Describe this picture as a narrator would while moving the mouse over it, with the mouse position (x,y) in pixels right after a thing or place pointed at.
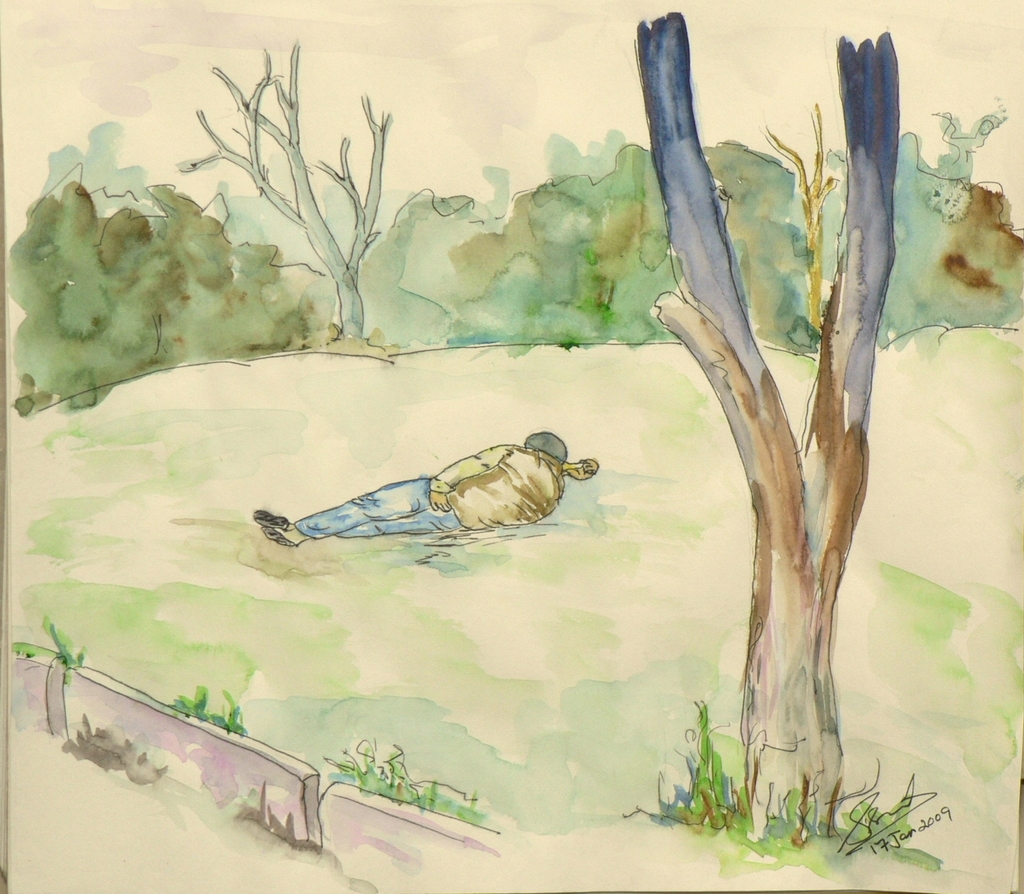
In this picture I can see a painting (553,348), there is a person (327,534) lying on the grass (251,514), there are trees (761,514) and a signature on the painting (539,711).
